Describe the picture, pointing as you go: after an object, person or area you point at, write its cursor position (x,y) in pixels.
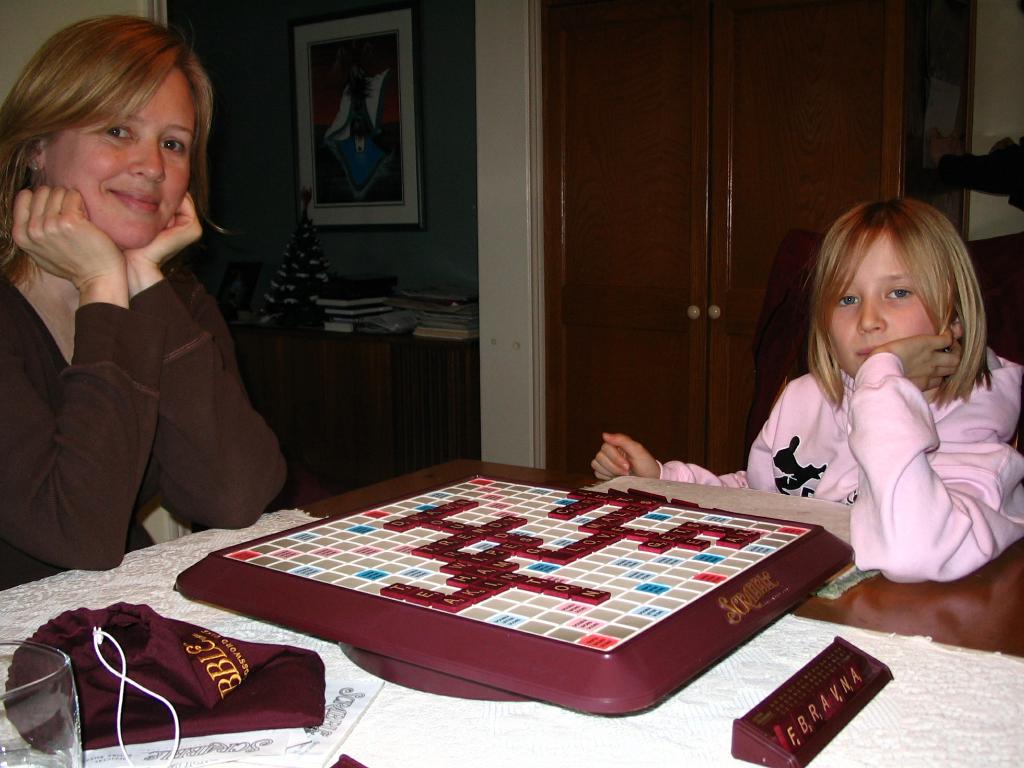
The image is inside the room (884,430). In the image there are two people (187,416) woman (202,351) and a girl (859,405) are sitting on chair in front of a table (787,517). On table (787,506) we can see a playing board (660,633), cloth (658,488), glass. On right side (684,19) there is a door (641,194) which is closed, in background (447,144) we can see a wall (447,144), table (376,339). On table (360,334) there are some books (435,318) and on wall (384,251) a painting (380,212).
